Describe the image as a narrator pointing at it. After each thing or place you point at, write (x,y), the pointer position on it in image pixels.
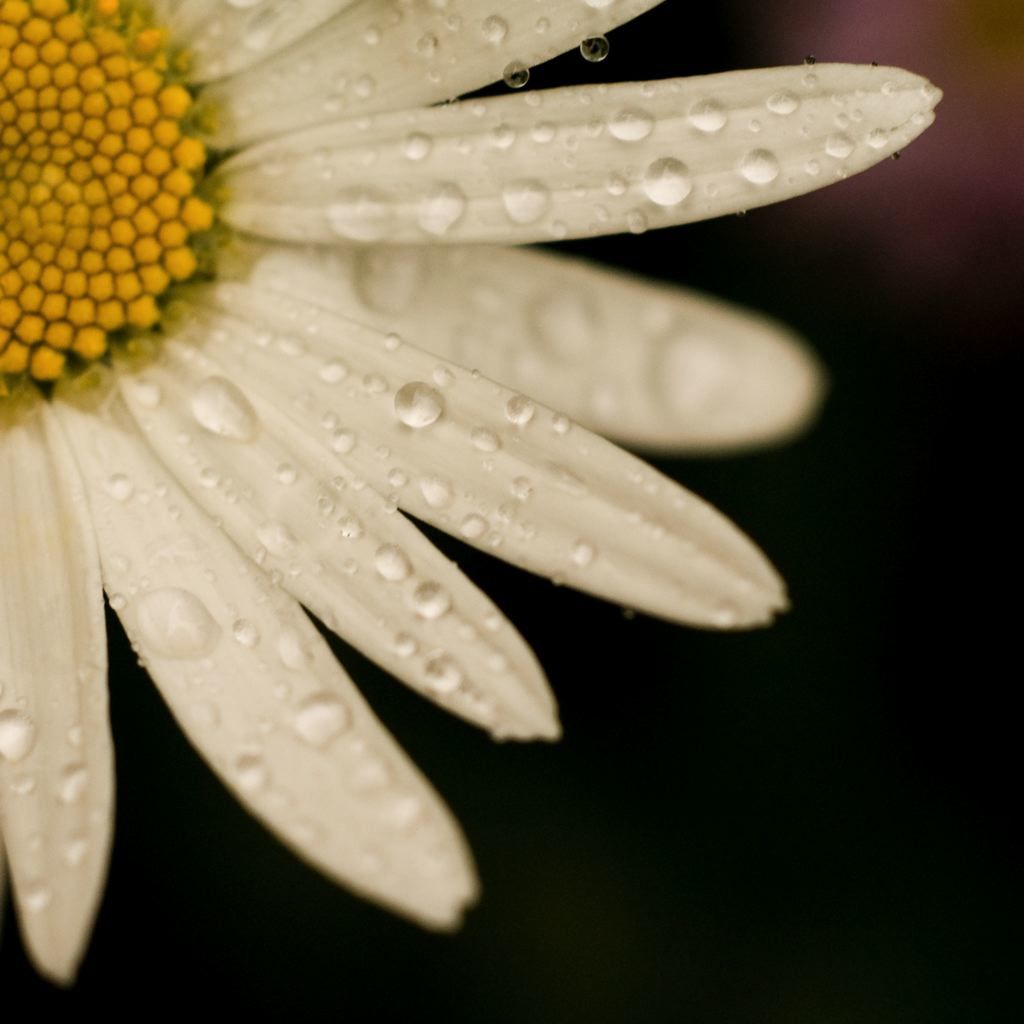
In this picture I can see a flower (394,28) with water drops (770,167) on it, and there is blur background (230,1000).
